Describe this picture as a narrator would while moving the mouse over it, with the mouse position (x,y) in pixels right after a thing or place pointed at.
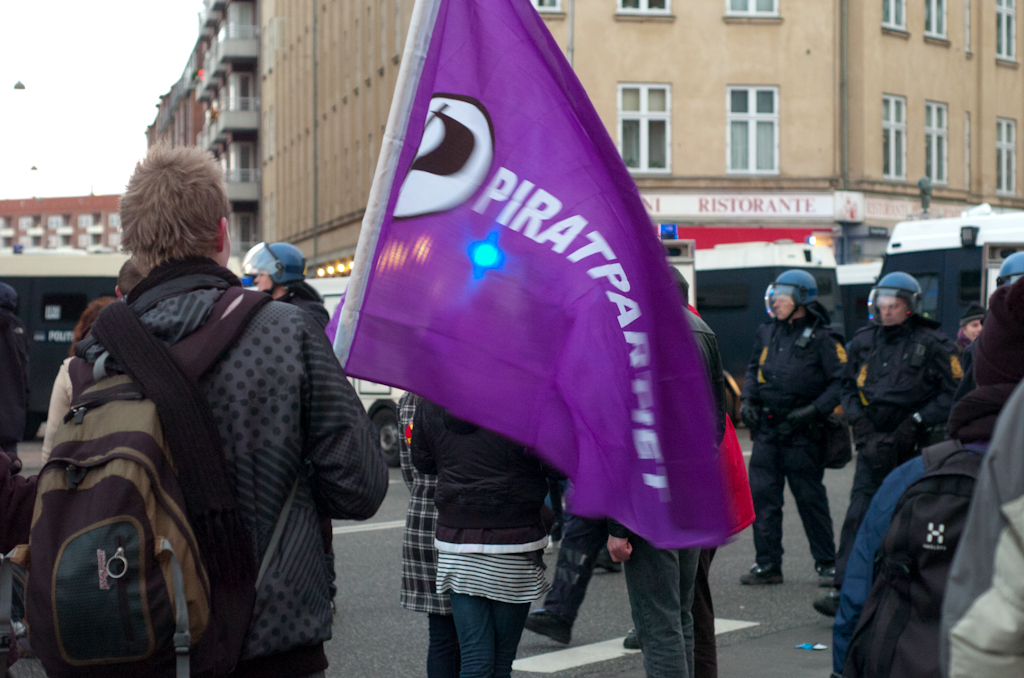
In this image, we can see persons (976,543) wearing clothes (974,623). There is a person (185,336) on the left side of the image (156,331) wearing bag (144,402) and holding a flag (358,296) with his hand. There is a building (752,54) at the top of the image (662,50).
